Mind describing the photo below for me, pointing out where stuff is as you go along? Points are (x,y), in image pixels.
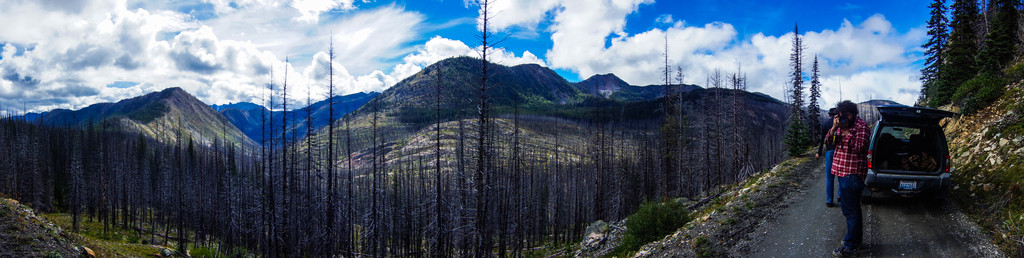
This picture is clicked outside the city. On the right (857,134) we can see the two persons (842,159) standing on the road (822,242) and there is a car (893,143) parked on the road (908,210) and we can see the trees (108,165), hills (145,105) and some plants (962,101). In the background (783,11) there is a sky (585,12) which is full of clouds (615,46).
